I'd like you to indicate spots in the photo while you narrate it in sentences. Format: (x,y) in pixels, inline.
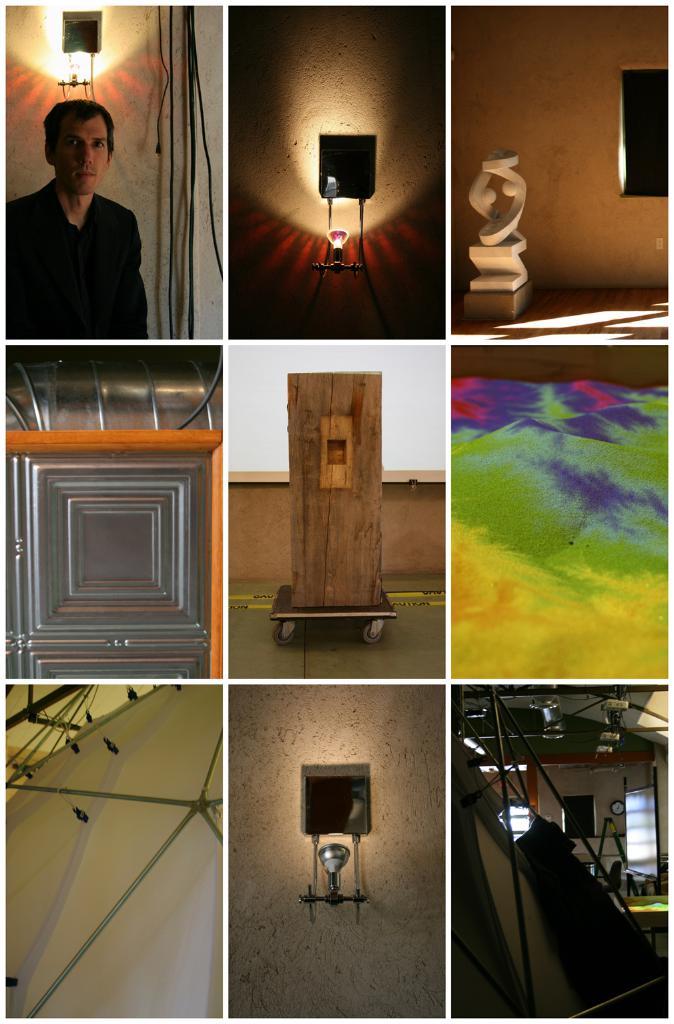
In the image we can see there are collage of pictures in which there is a person (94,254) and there is a lighting (371,151) kept on the wall (411,232). There is a statue (484,242) kept on the floor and there are multi colors. There are different types of lightings (313,851) on the wall (238,876).
